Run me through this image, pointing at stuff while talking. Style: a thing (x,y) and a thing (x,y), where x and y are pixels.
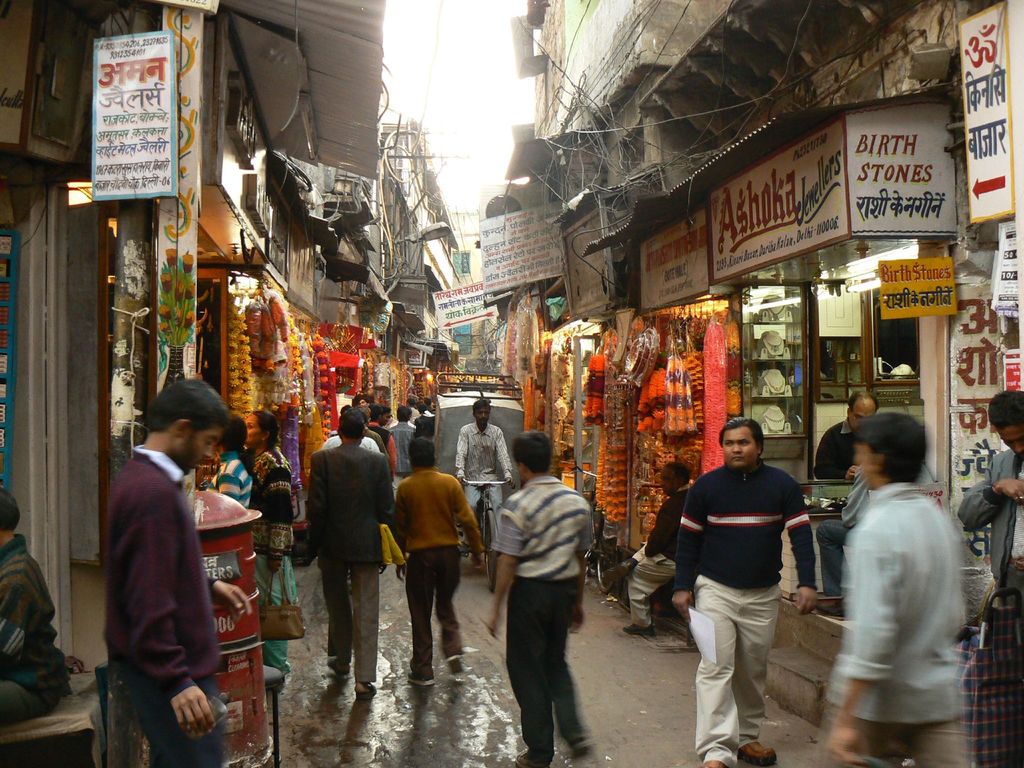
In this image I can see the road (428,723), few persons (549,730) standing on the road (597,594), a person (507,471) riding a bicycle (488,494), few boards (131,169), few wires (570,189), few garlands (708,349) and few buildings (279,244) on both sides of the road (484,704). In the background (484,91) I can see the sky (429,118).
